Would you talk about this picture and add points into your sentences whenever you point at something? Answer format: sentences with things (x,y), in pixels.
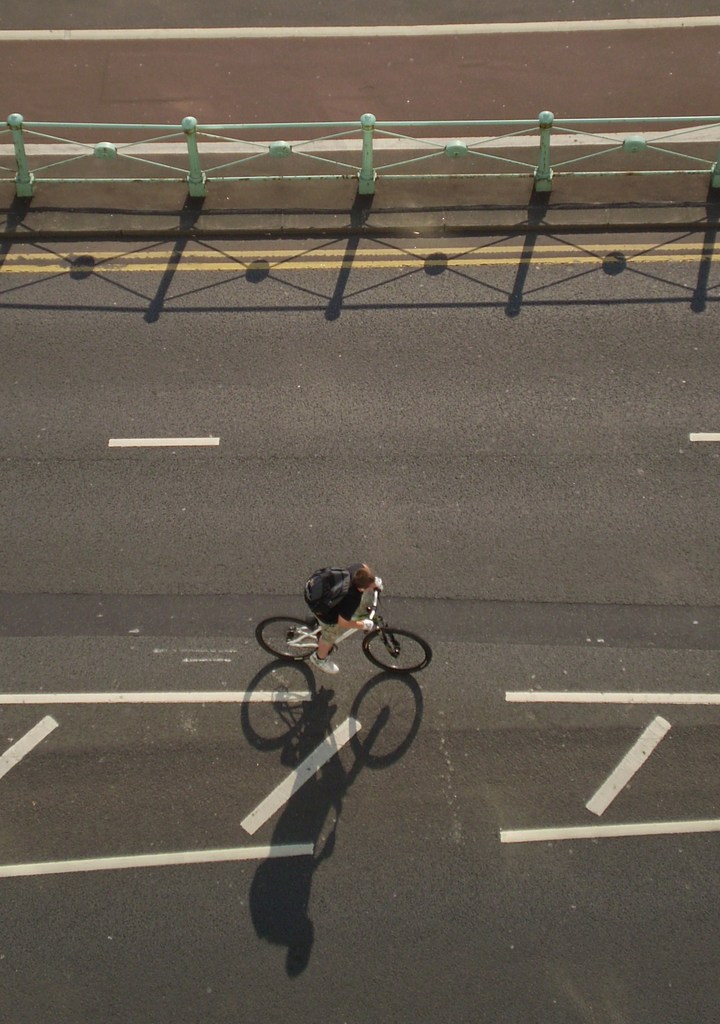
In this image I can see in the middle (342,640) a man (328,626) is riding the bicycle (360,630), he wore bag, white color shoes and this is the road (451,695). At the top (11,131) it is the iron fence (538,186).
